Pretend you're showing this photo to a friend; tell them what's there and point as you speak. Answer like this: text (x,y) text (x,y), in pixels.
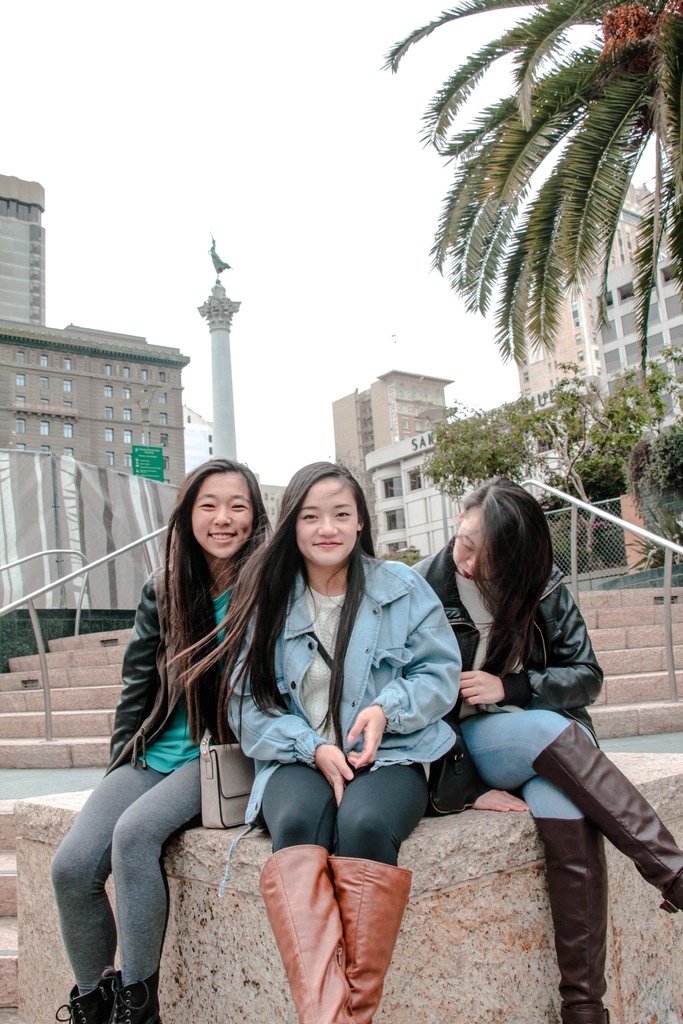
In this image I can see three women (301,704) wearing jackets (378,666) and boots (334,944) are sitting on the concrete wall (209,858). In the background (34,523) I can see few stairs (110,698), the railing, the metal fence (569,538), few trees (593,402) and the cloth (72,559). In the background (110,383) I can see few buildings (107,364), a green colored board (142,454) and the sky (247,218).
